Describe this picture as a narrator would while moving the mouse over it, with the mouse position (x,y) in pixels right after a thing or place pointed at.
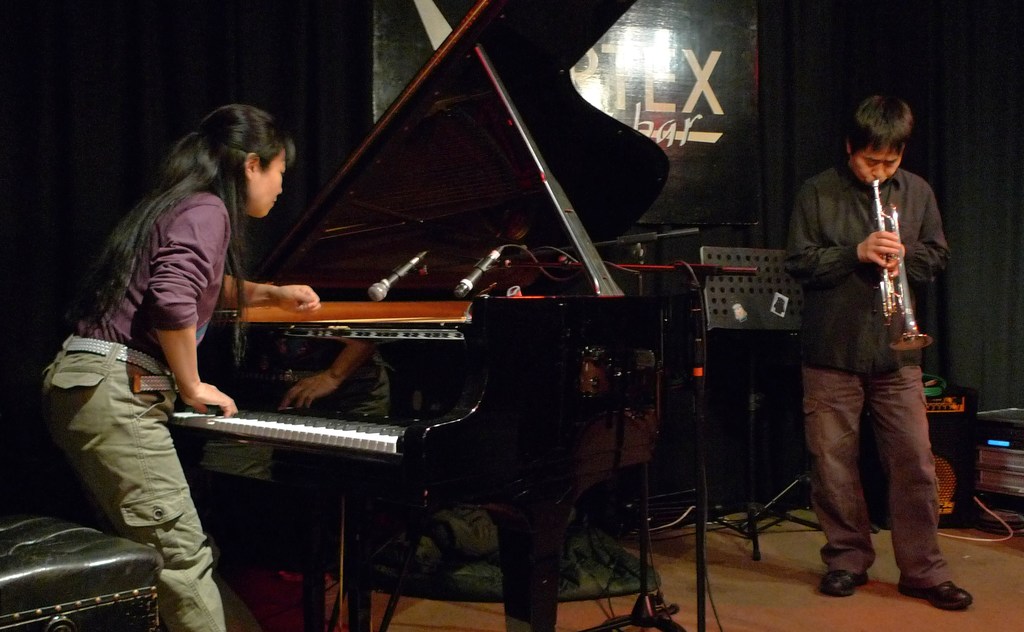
In this image we can see two people (825,278) on the left side (140,366) the woman (129,354) is playing piano (346,329) and in front of the piano (370,322) there are microphones (478,276) and at the right side (917,185) the man (824,208) is playing a trumpet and behind them there are a curtain (679,468), a board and a music stand (717,295) present.
